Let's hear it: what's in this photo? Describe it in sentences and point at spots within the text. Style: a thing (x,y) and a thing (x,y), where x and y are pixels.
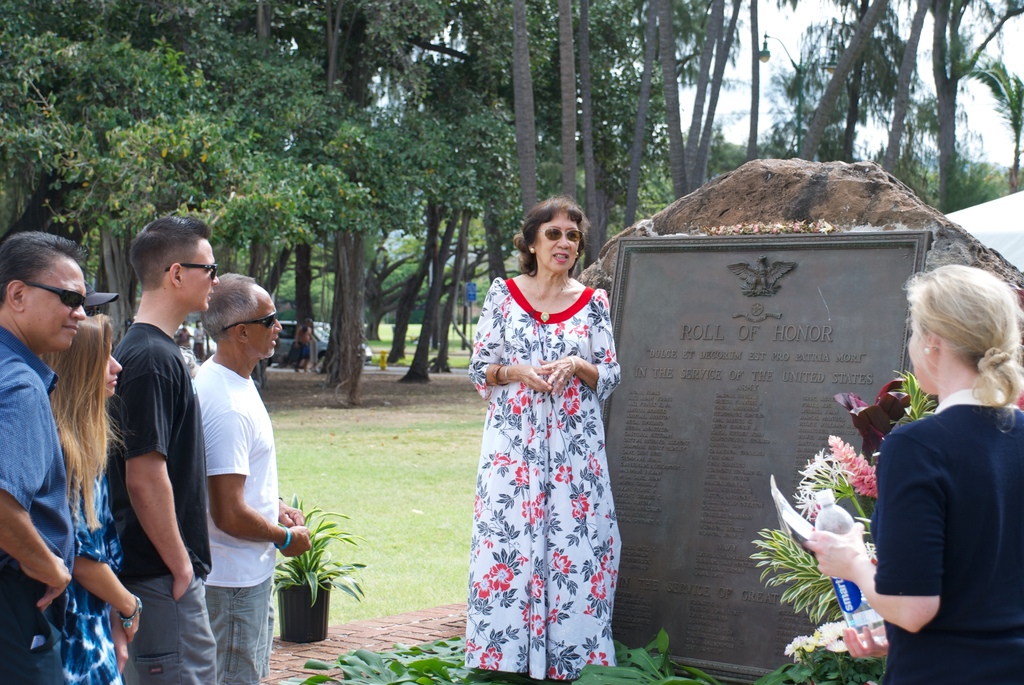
In this image there are some people (110,504) who are standing and there are some flower pots (300,566) and plants (774,569). In the center (626,315) there is one board (734,404), on the top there is some text (726,392). In the background (373,128) there are some trees (385,199) cars (324,341).
